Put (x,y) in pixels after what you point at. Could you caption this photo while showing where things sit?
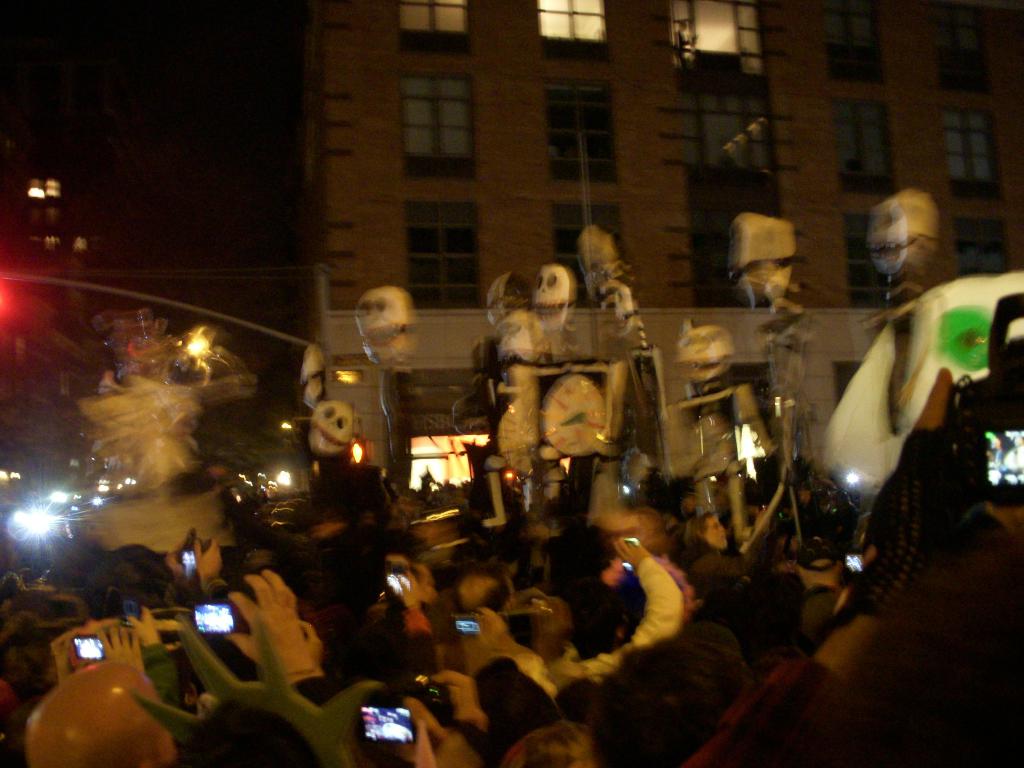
In this image in the center (416,505) there are group of persons (523,656). In the background (529,199) there is a building (579,183) and on the building (698,102) there are windows (691,138).
